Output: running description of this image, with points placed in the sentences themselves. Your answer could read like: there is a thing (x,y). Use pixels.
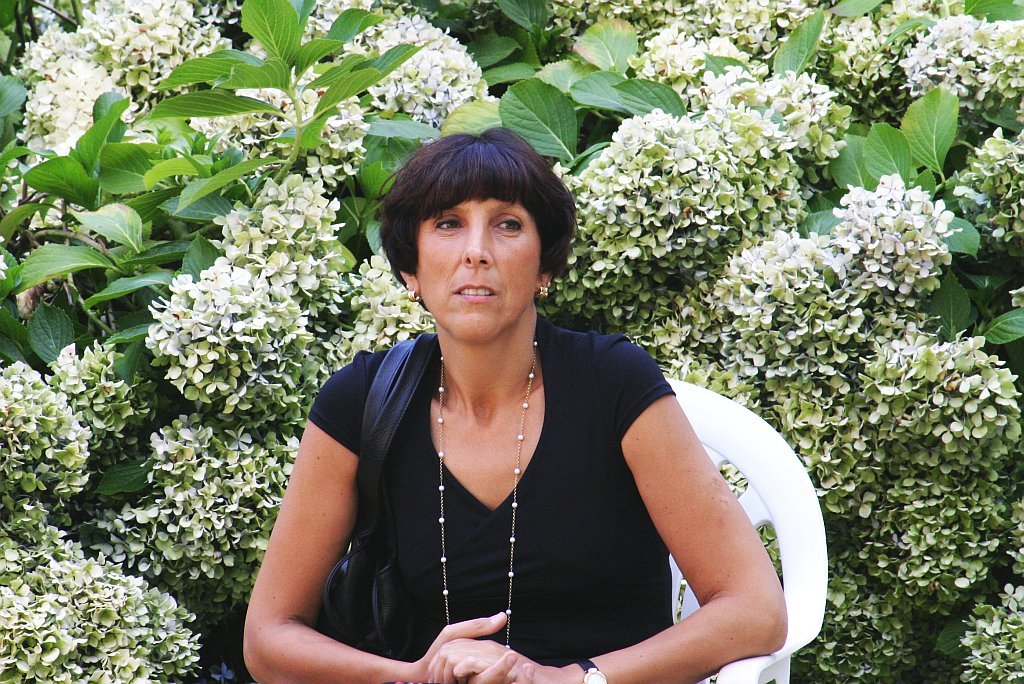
In this picture I can see there is a woman (514,174) sitting in the white chair (799,642) and she is wearing a black dress (534,473) and a black hand bag (411,392) with a necklace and there are few plants (871,441) with white flowers (666,305) in the backdrop (258,318).
